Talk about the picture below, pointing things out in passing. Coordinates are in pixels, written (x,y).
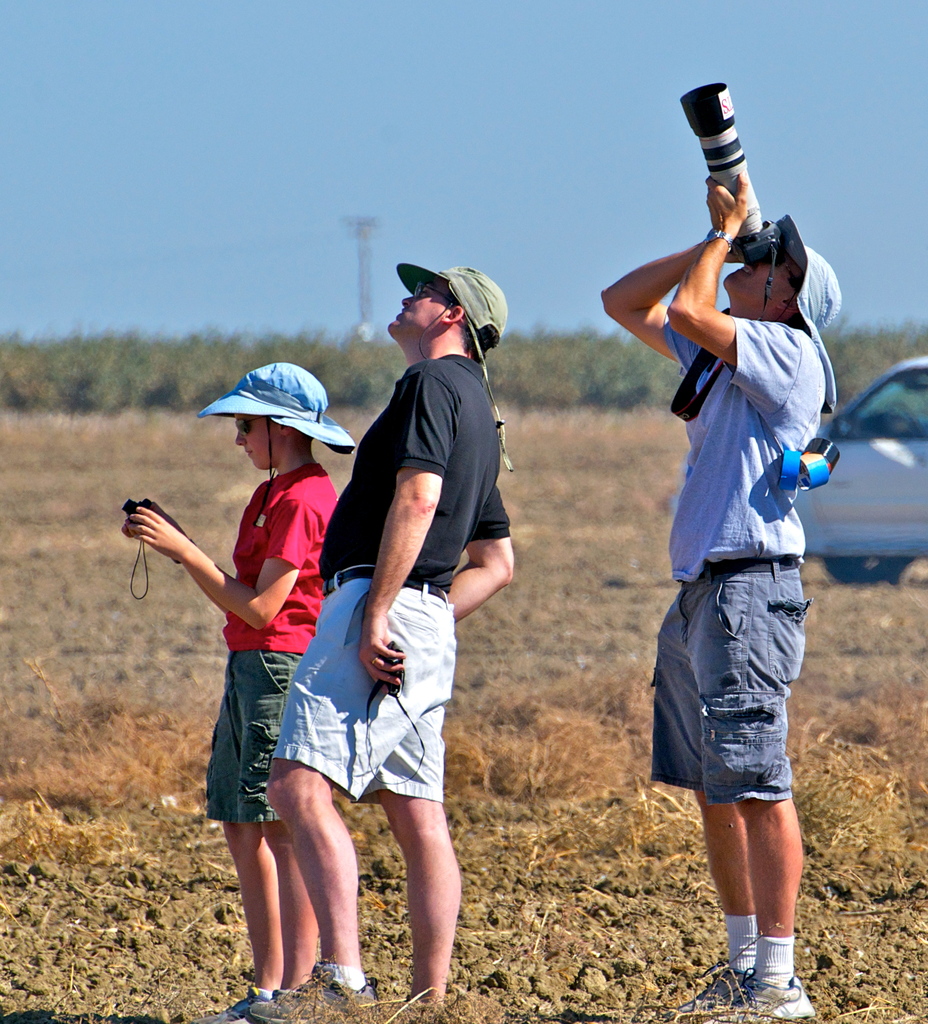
In this image we can see a few people (411,704) and they are holding some objects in their hands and we can see a person (710,402) holding a camera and behind there is a vehicle (887,465). We can see the grass (579,469) on the ground (114,424) and there are some trees (501,371) in the background (183,382) and at the top (599,152) we can see the sky (397,152).
